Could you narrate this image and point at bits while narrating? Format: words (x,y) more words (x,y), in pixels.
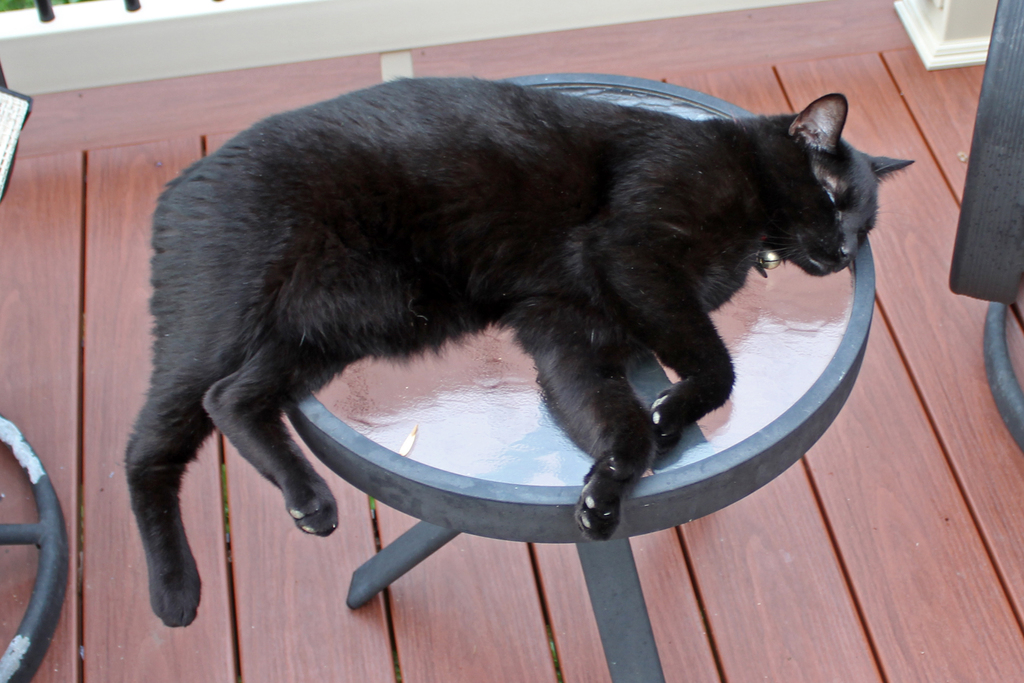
This image consists of a cat (370,317) in black color. It is sleeping on a table (626,521). At the top (5,49), it looks like a railing (162,68).
